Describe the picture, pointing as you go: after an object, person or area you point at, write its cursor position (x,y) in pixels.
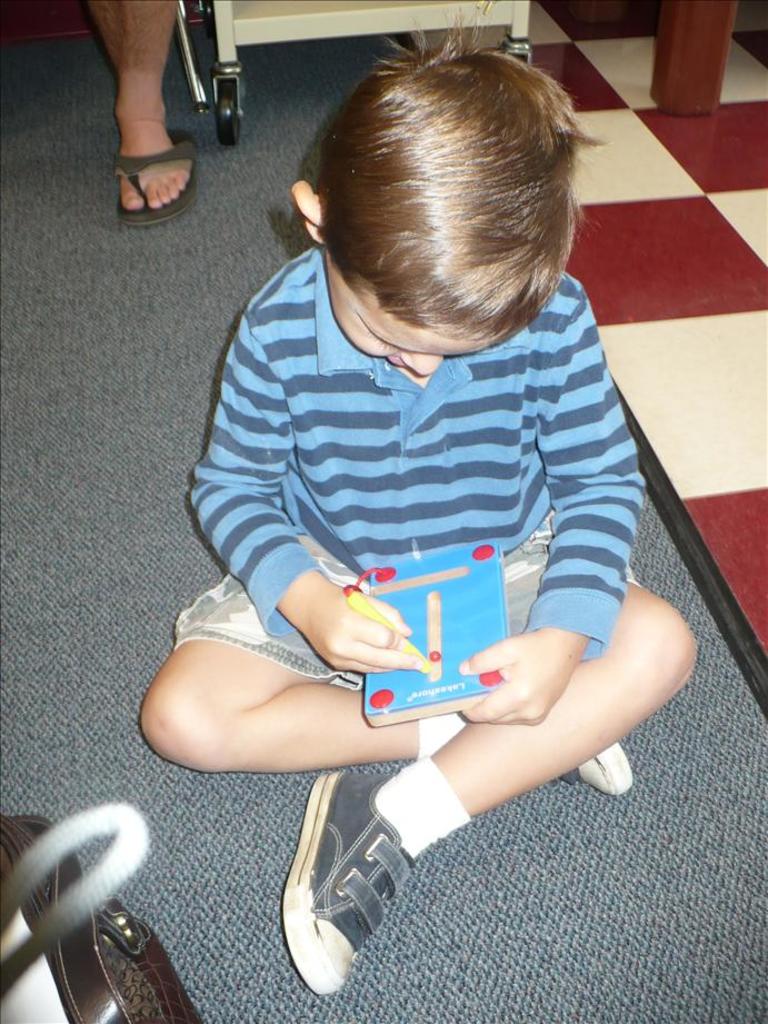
In this image, there is a boy (578,741) sitting and he is holding a toy (496,634), at the background (161,215) there is a leg (145,42) of a person (132,55) and there is a floor (695,340).
